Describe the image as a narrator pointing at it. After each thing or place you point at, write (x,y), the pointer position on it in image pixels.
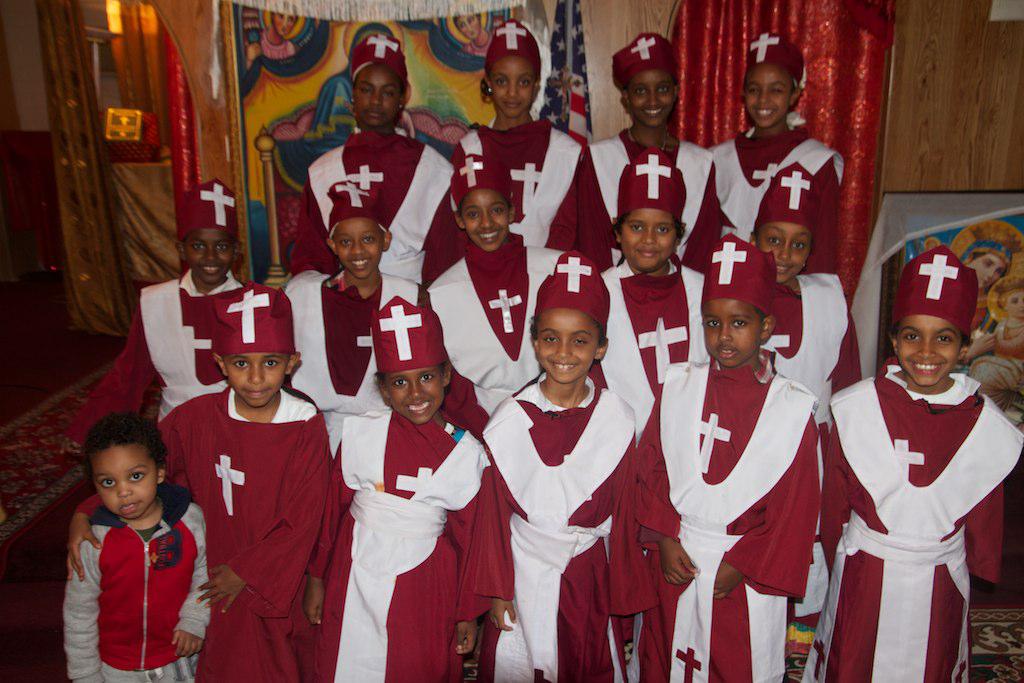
In this image I can see the group of people (423,525) with white and maroon color dresses (448,555) and one person (181,650) with the red and ash color dress (118,641). In the background (256,230) I can see the curtains (840,273), flag (560,120) and board (887,274) to the wall (924,123).
